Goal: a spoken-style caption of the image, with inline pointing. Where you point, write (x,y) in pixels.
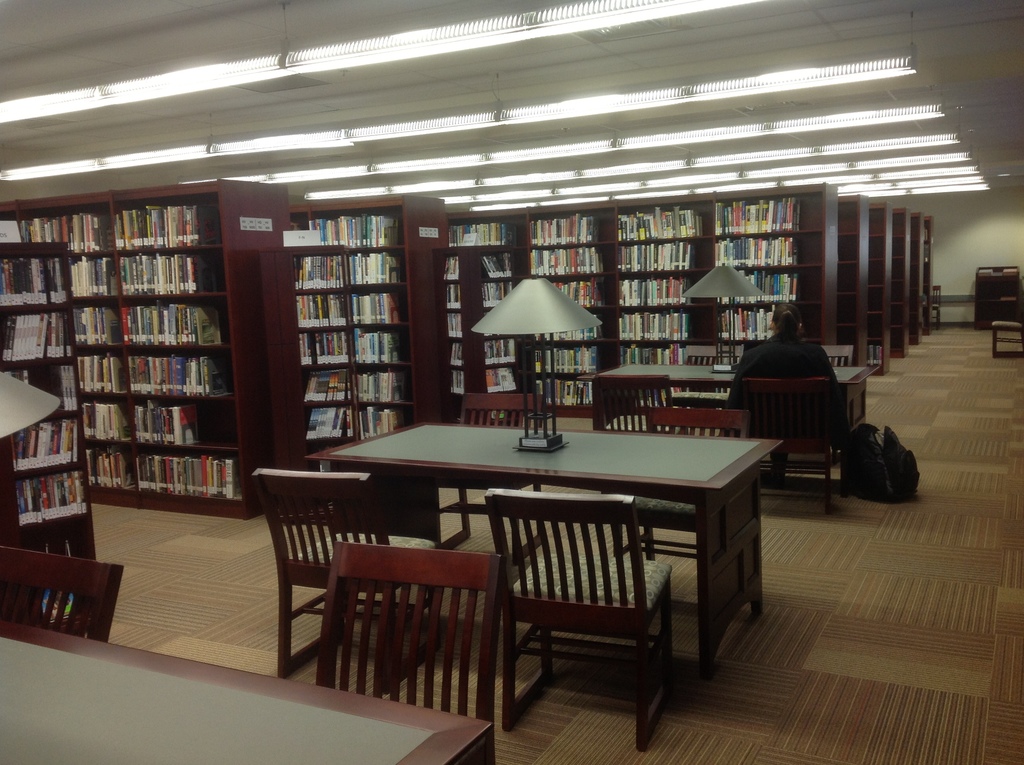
There are many book shelves (631,271), tables (588,468) and chairs (398,559) and there is a person (800,361) sitting in the right corner (804,348).
